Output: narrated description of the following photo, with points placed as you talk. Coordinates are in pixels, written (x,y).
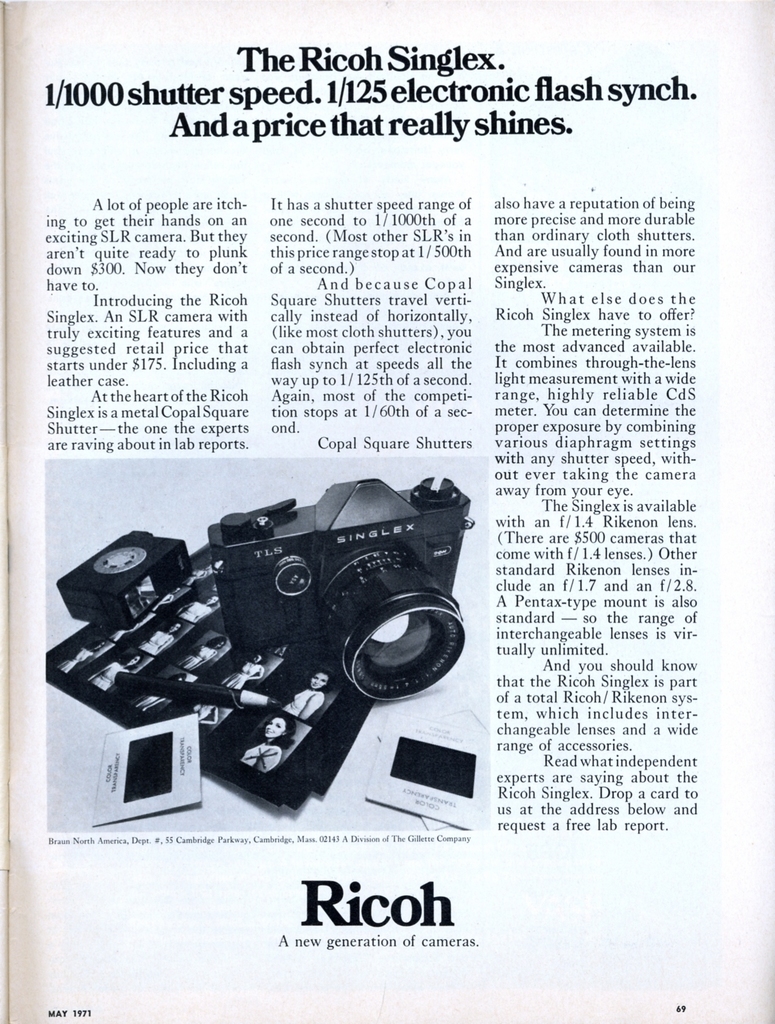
A picture of a page (455,1000). Something written on this page (465,372). Here we can see a picture (375,780) of camera (323,549), pen (197,683) and photos (317,688).
